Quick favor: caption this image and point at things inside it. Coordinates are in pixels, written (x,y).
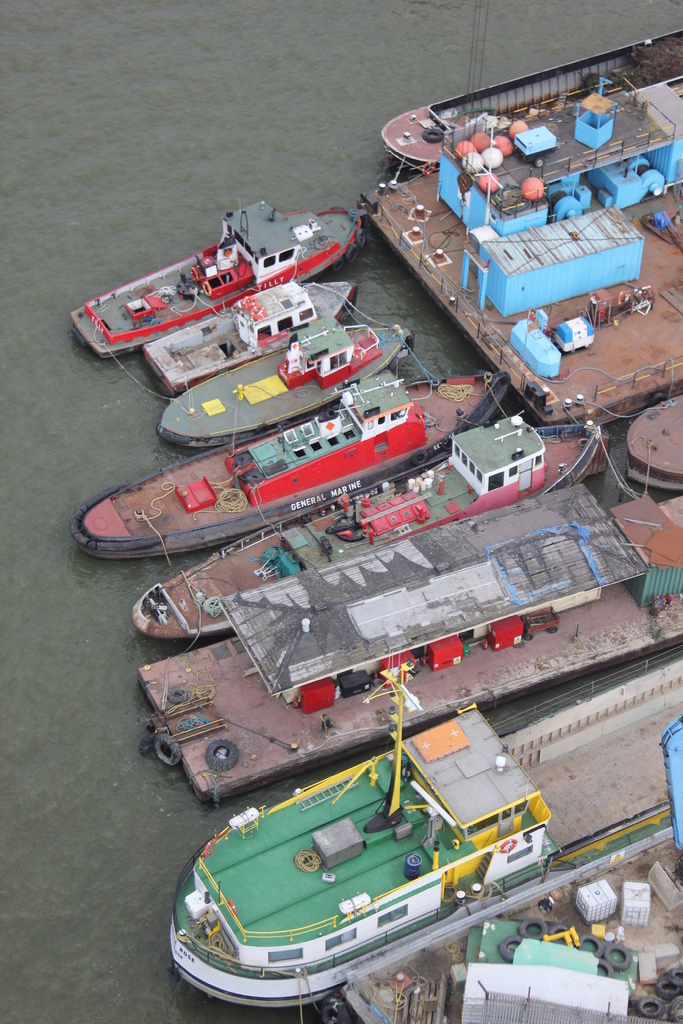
The image is taken in a shipyard (627,871). In this picture there is a water body (149,419), in the water (141,771) there are boats (400,415), ships (372,488), dock (559,158) and other objects (588,207).
